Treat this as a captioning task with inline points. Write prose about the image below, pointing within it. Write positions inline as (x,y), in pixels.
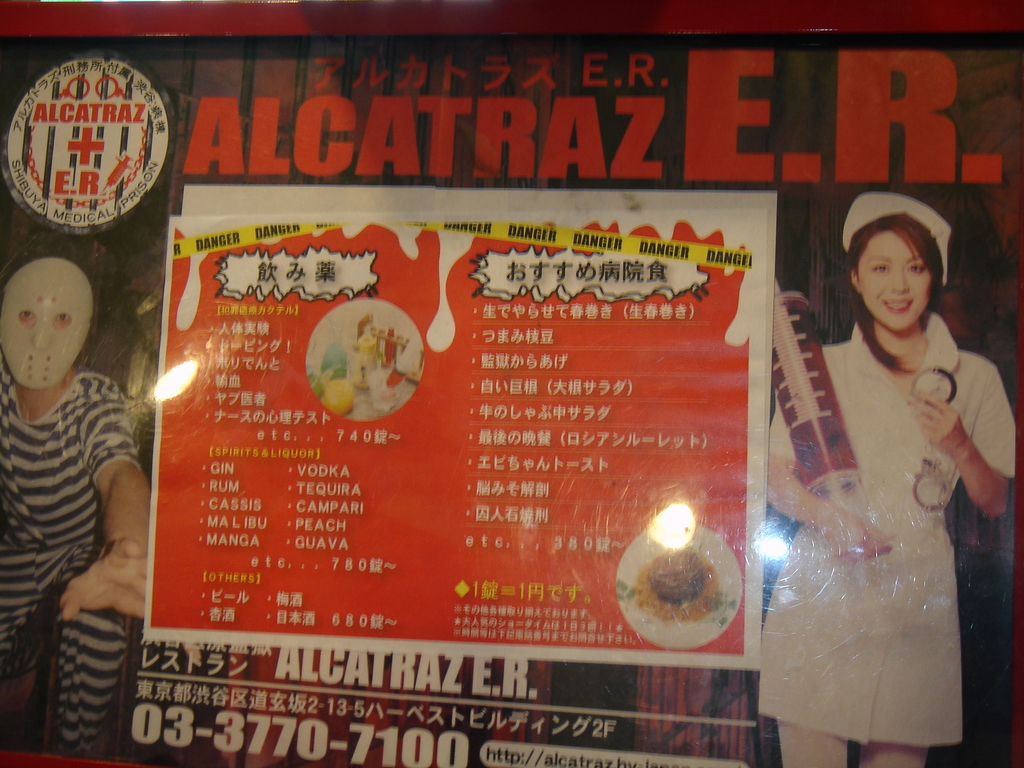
This image is a poster. There are images of people (28,340) and some text (718,139).
